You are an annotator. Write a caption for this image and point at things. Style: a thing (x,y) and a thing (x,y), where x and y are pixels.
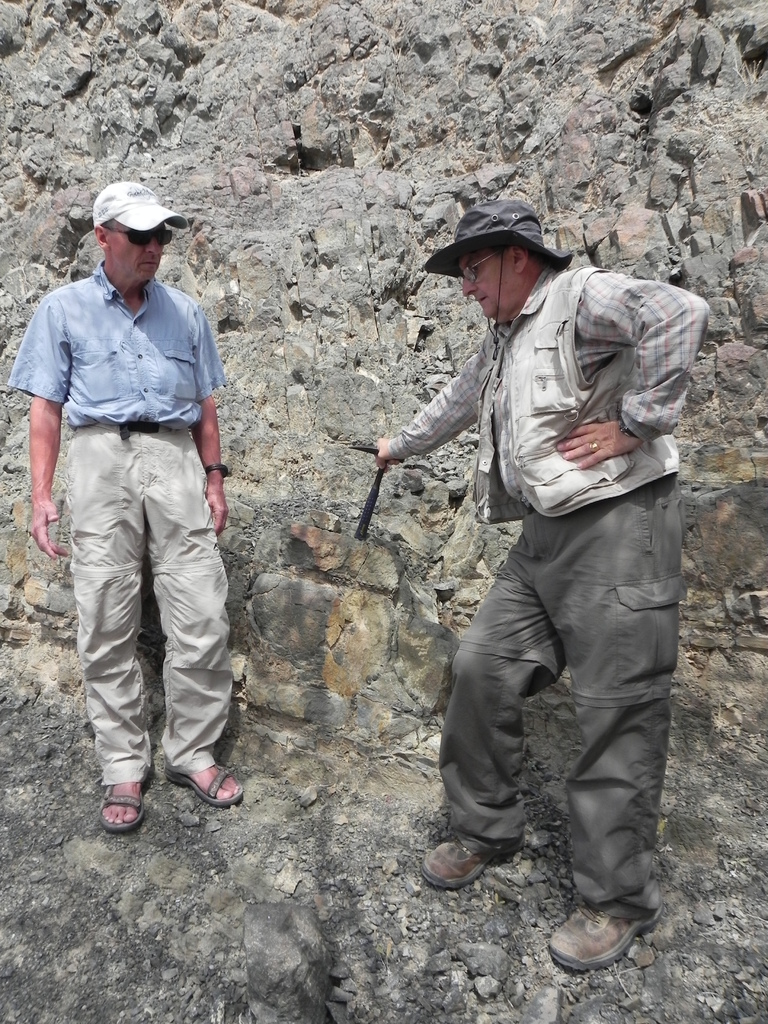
In this picture I can see couple of men (195,657) standing on the rock (43,137) and both of them wore caps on their heads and a man (587,563) holding a metal instrument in his hand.
